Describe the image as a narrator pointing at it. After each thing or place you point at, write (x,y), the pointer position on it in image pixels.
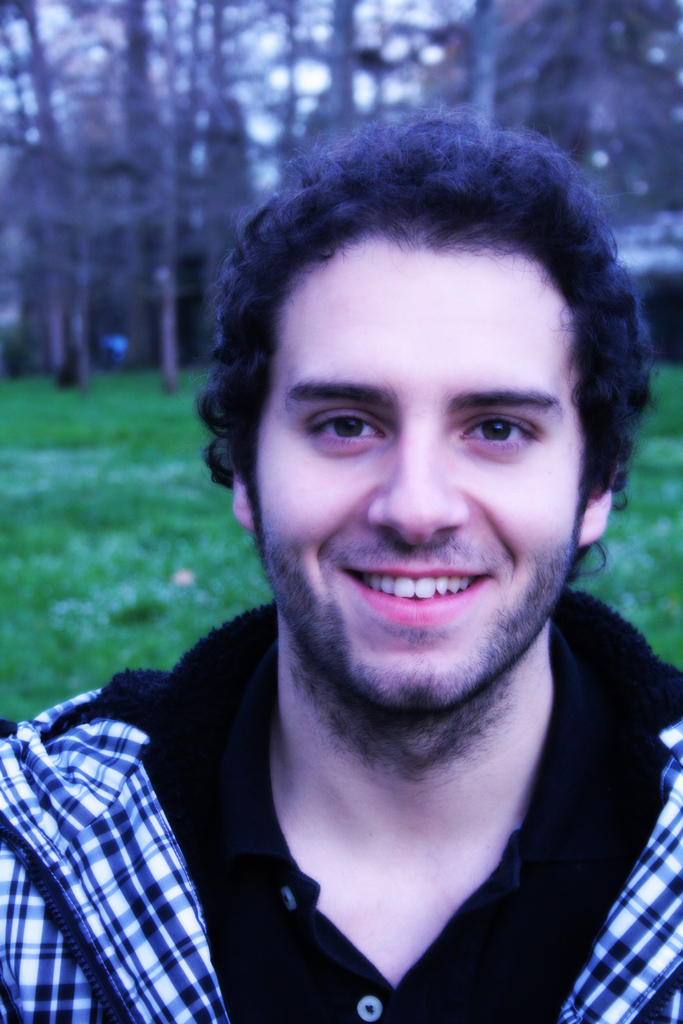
Here we can see a man (330,656) and he is smiling. In the background (187,395) we can see grass (134,416), trees (505,11), and sky (360,93).
